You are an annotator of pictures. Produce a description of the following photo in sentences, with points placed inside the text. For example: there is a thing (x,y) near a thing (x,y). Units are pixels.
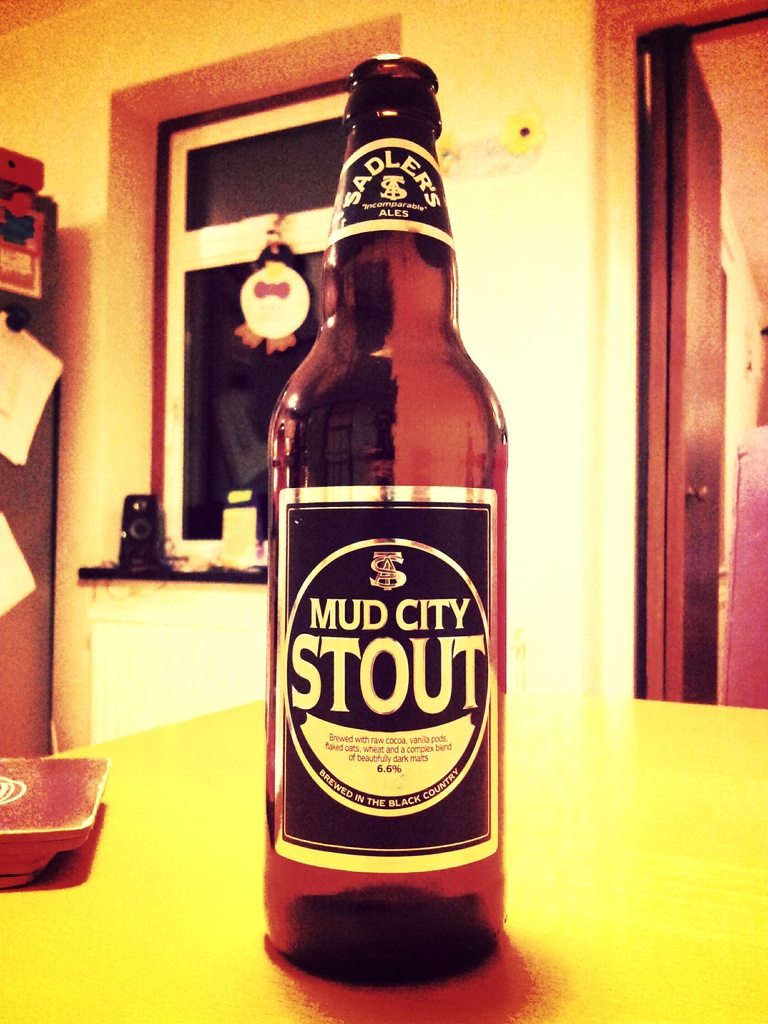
In this picture there is a beer bottle (379,614) kept on the table (253,845) and in the background there is a door (709,351) on the right side (699,492) is a window (256,168) on the left side (222,467) with the speaker (164,550) and the wall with some papers (21,452) pasted on it
